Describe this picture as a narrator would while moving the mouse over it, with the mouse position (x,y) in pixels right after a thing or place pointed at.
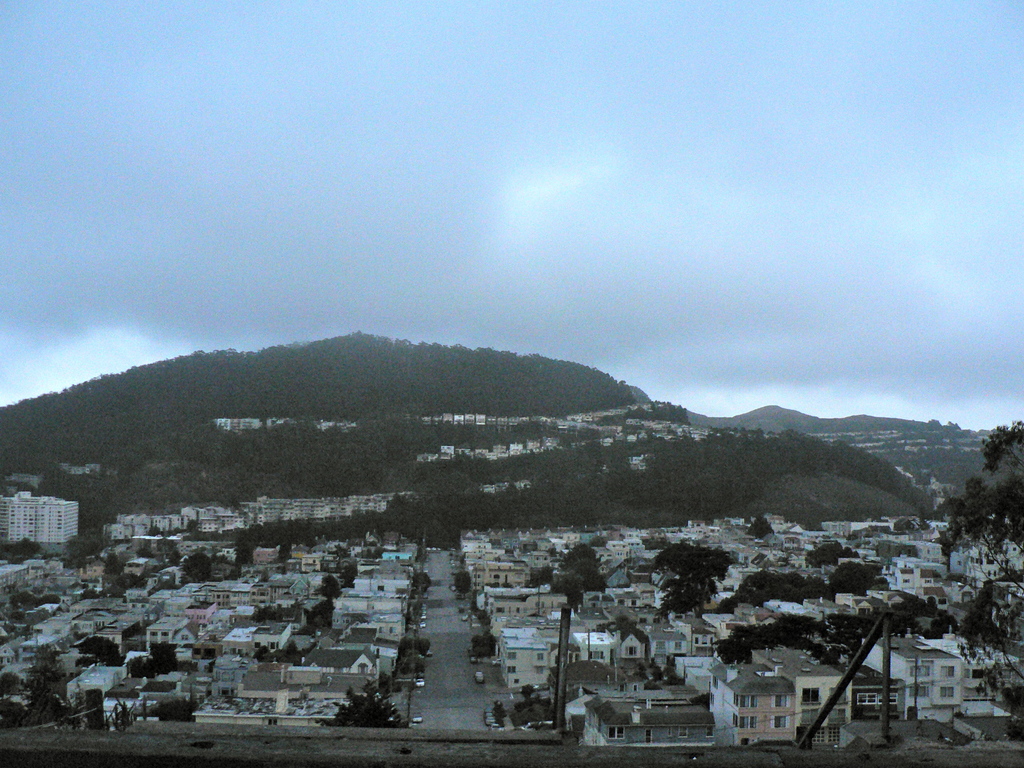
In this picture I can see so many buildings (770,556), trees (739,650), vehicles (416,682) on the road (446,667) and also I can see hills (593,454) with trees (388,485).
